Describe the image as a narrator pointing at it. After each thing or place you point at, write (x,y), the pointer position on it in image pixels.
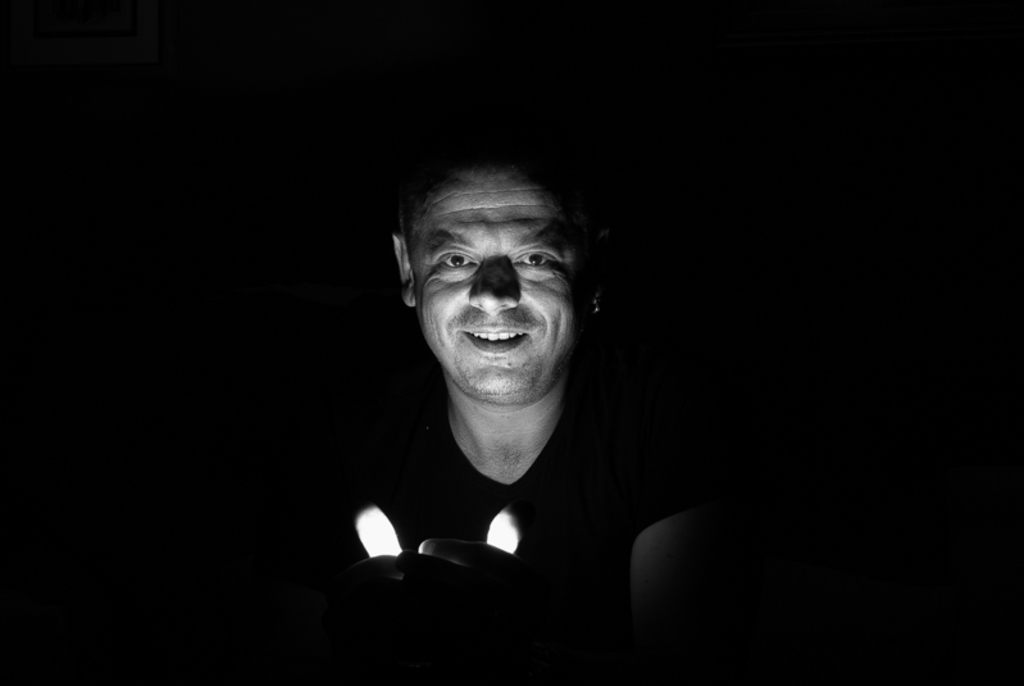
In this image, we can see a person (535,598) and the dark background (75,386).
